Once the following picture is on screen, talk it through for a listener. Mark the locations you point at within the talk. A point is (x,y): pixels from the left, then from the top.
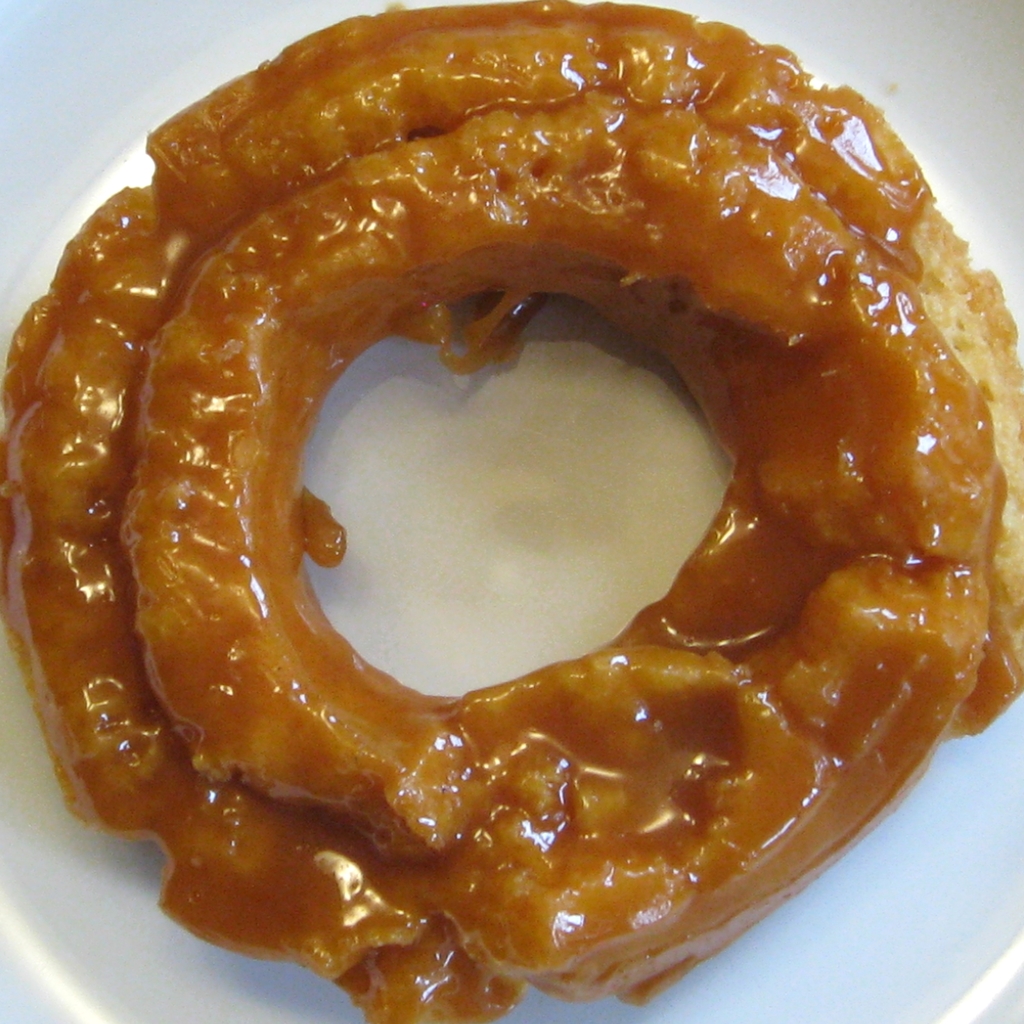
In this picture, we see a white plate (845,962) containing edible (221,256). In the background (135,97), it is white in color.
